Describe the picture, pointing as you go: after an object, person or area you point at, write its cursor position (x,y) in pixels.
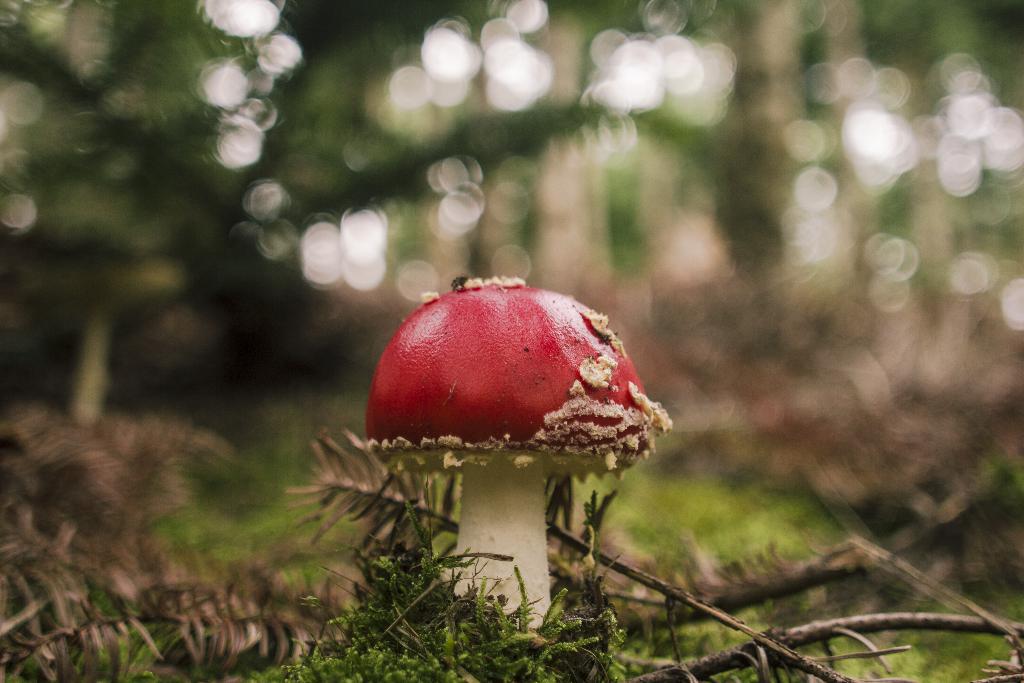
In the picture I can see a mushroom (498,474) and the grass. The background of the image (765,420) is blurred.
